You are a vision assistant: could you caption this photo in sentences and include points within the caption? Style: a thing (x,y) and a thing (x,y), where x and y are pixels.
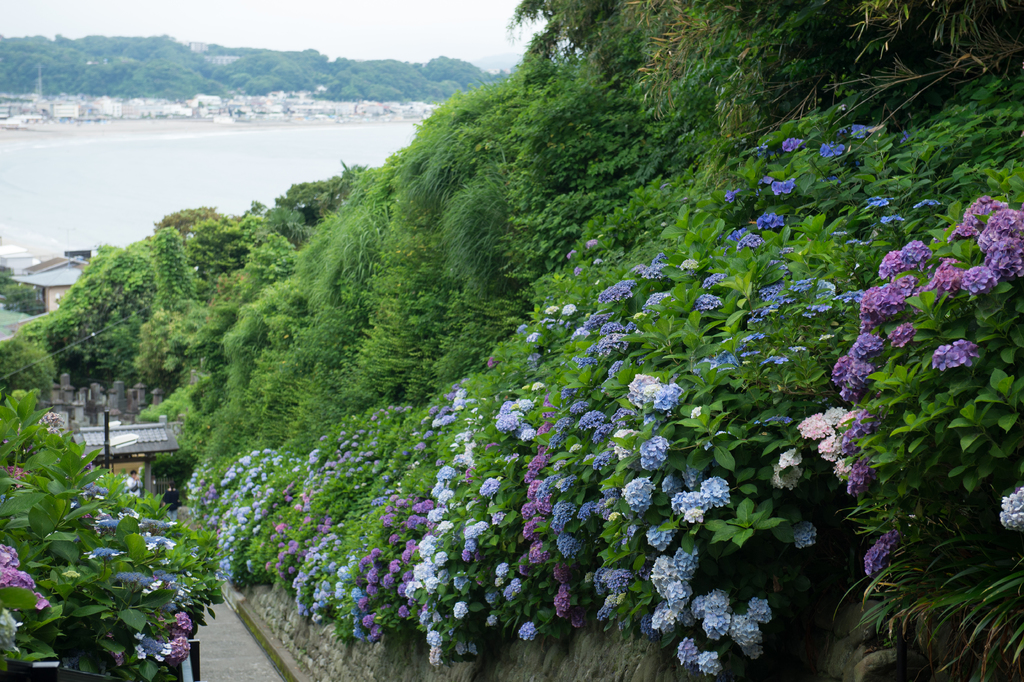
In this image there is a wall (353,646) having few plants (699,399) with flowers (586,430). Behind there are few trees (264,339). A person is standing on the floor (260,663). Left bottom there are few plants (99,548) having flowers (153,655). Behind there are few trees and houses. Left side there is water (18,172). behind there are few buildings (246,104) and trees (145,86) are on the land (325,85). Top of the image (341,30) there is sky (388,57).
